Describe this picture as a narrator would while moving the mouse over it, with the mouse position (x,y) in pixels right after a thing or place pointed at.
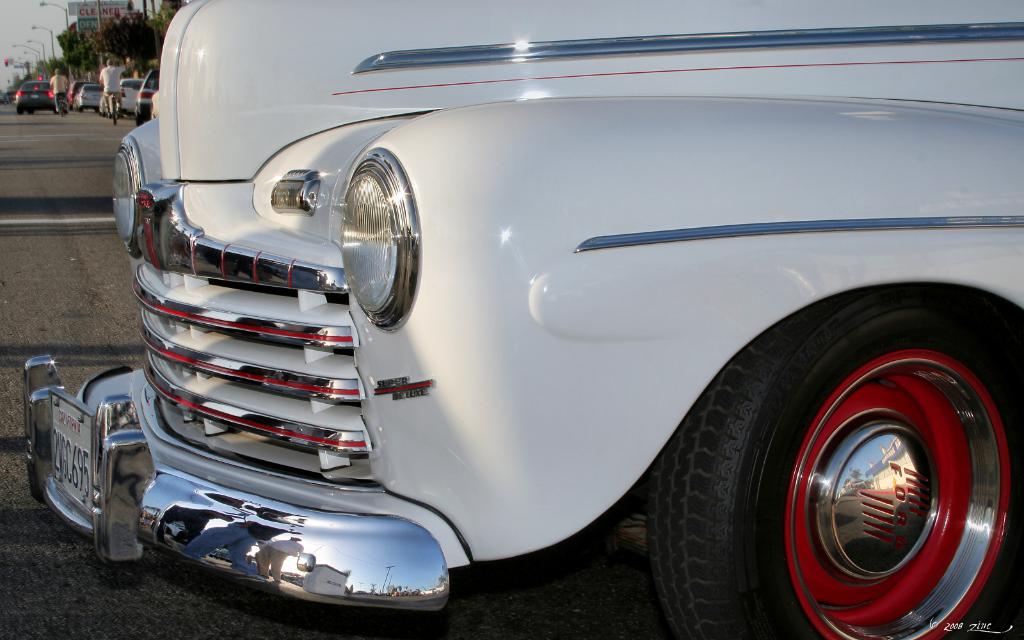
In this picture there is a vehicle (725,79) in the foreground (248,137) and there is text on the vehicle (458,409) and there are reflections (254,523) of group of people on the vehicle (273,560). At the back (133,27) there are vehicles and there are two persons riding bicycles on the road (20,155) and there are trees (151,32) and street lights (42,6). At the top (40,25) there is sky (21,20). At the bottom (21,501) there is a road (52,284).
